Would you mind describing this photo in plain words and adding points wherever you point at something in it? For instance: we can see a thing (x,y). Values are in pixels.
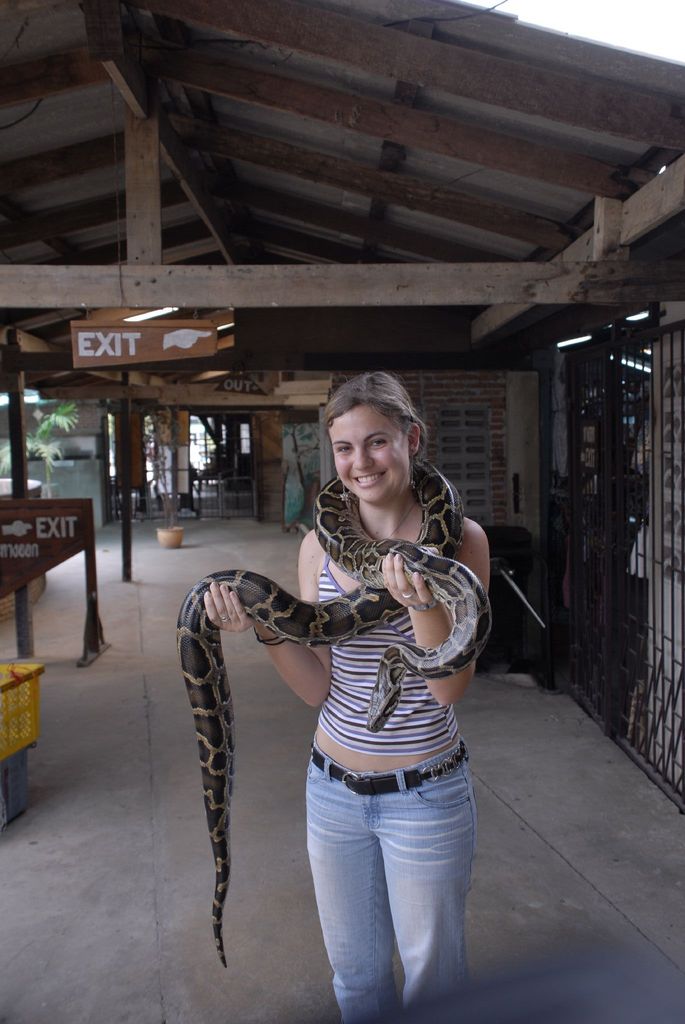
In this image I can see a woman (394,400) holding a snake (200,663) she is smiling, standing on the floor (127,953) in the foreground (194,696) visible under the wooden tent (387,63) there are some sign boards (53,538) visible on the left side (28,583) and there is a fence (626,463) on the right side (645,583), there is a flower pot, plant (162,447) visible in the middle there are two boxes (2,685) kept on floor (24,887) on the left side (18,667).
